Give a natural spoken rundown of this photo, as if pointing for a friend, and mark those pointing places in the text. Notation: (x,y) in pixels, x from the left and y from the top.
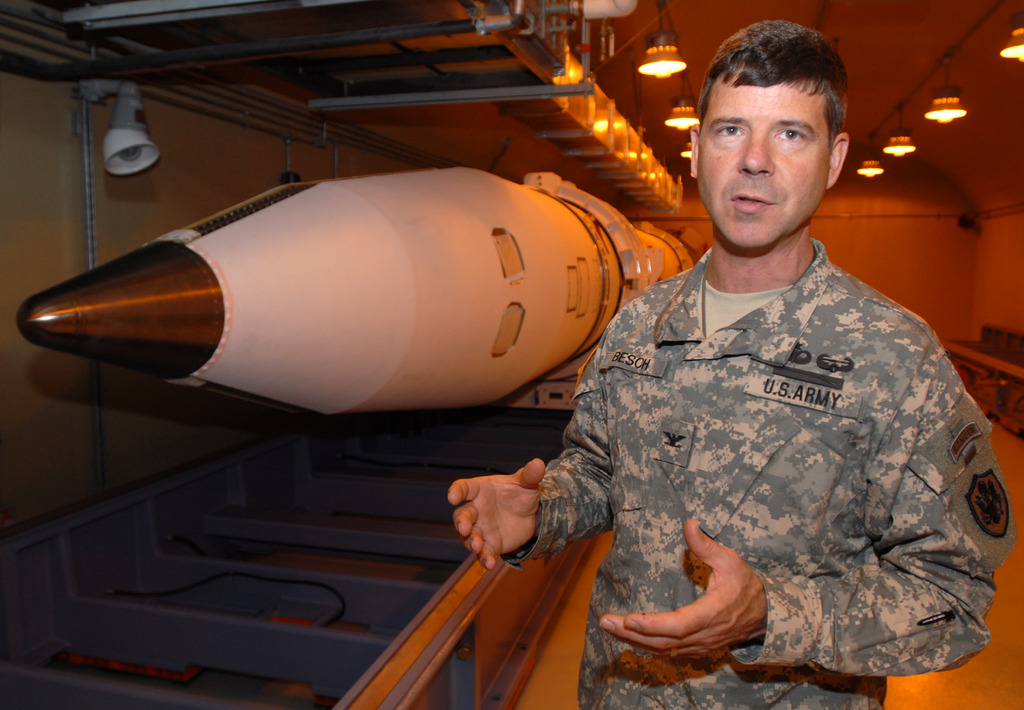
In this image we can see a person (577,450) standing, there is a rocket (537,297), at the top of the roof (671,97), we can see some lights (647,69) hanged, in the background (157,453) we can see the wall (157,453).
